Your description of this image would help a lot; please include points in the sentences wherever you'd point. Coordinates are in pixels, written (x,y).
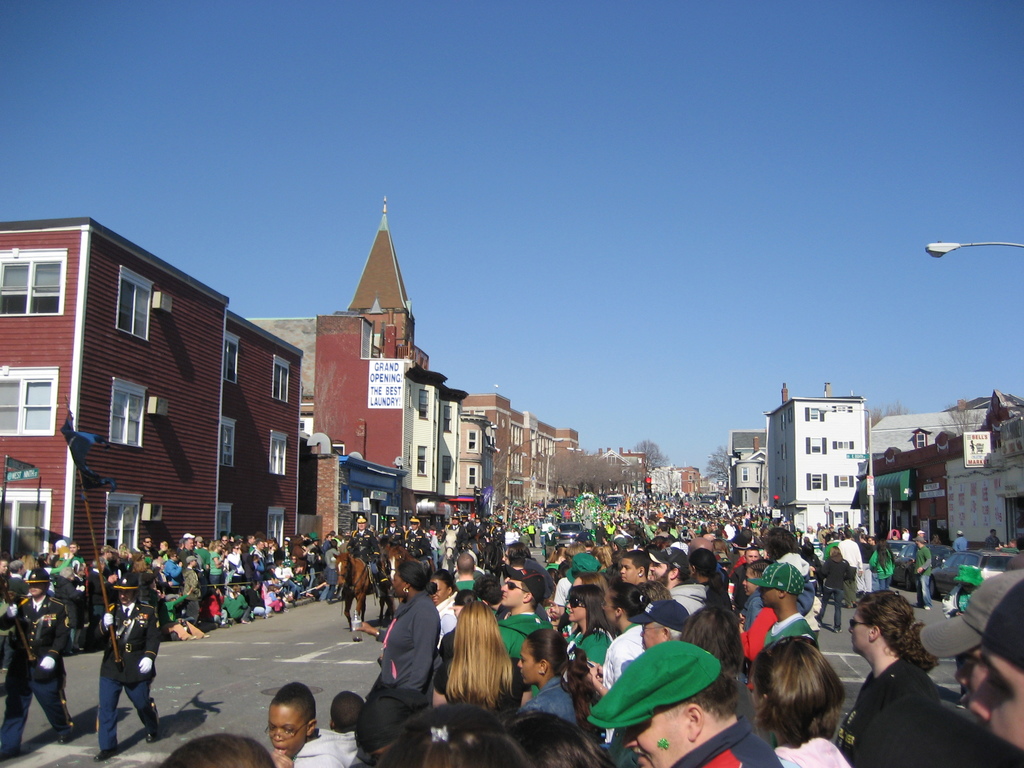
In this image, there are many people (770,651) and buildings (327,429). We can see the ground (275,683). There are a few poles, boards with text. We can also see some trees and flags (88,479). We can also see the sky (967,269).
